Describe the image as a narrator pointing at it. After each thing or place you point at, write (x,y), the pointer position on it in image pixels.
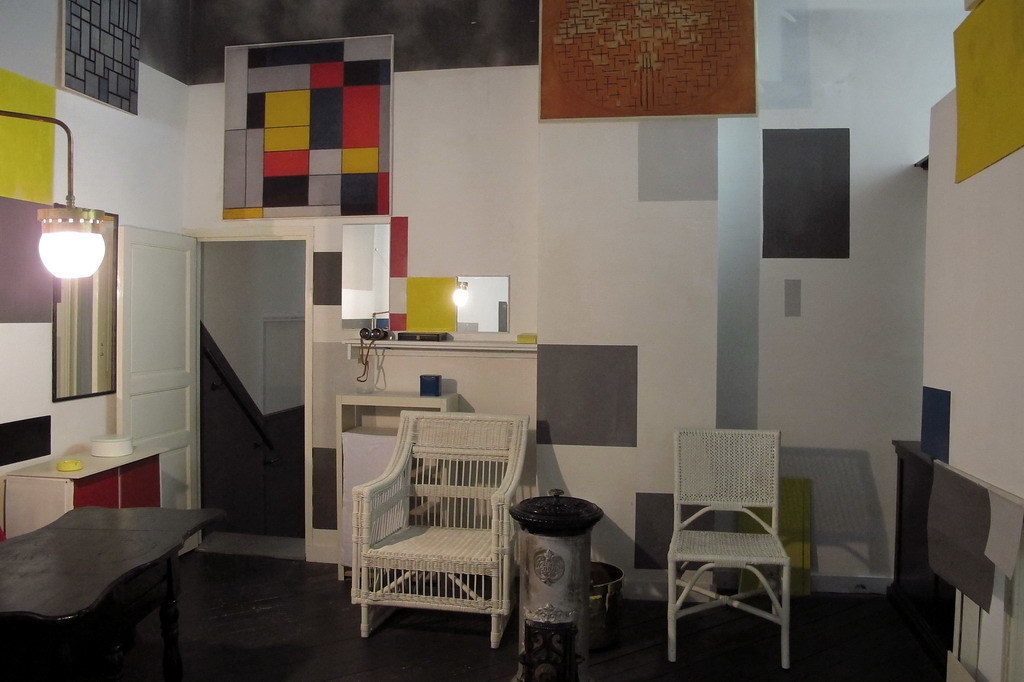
This is a picture of the inside of the house (650,409), in this picture in the center (428,442) there are two chairs (696,478) and on the left side (127,582) there is a table (101,557), cupboard (102,502), light (86,259) and on the top of the image (294,97) there are some tiles (311,109). And in the center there is one door (164,348) and mirror (87,328), and at the bottom (418,634) there is a floor (699,629). On the floor (884,637) there are some vessels (572,577).
